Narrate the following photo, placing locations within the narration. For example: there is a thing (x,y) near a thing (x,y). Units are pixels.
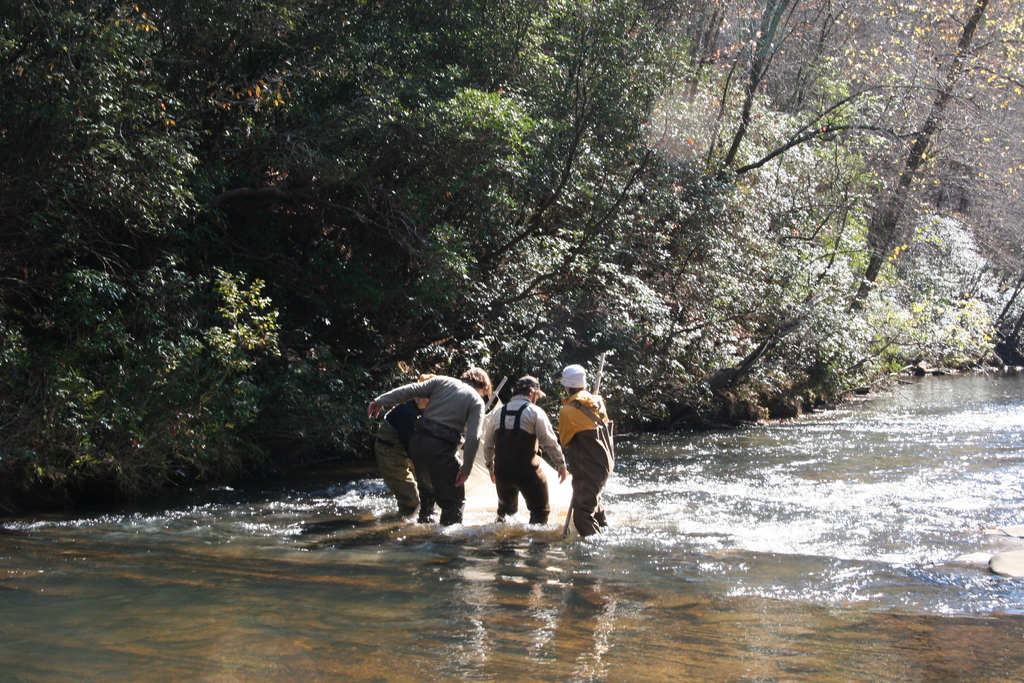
There are people (602,448) and we can see water (821,514) and trees (854,186).
